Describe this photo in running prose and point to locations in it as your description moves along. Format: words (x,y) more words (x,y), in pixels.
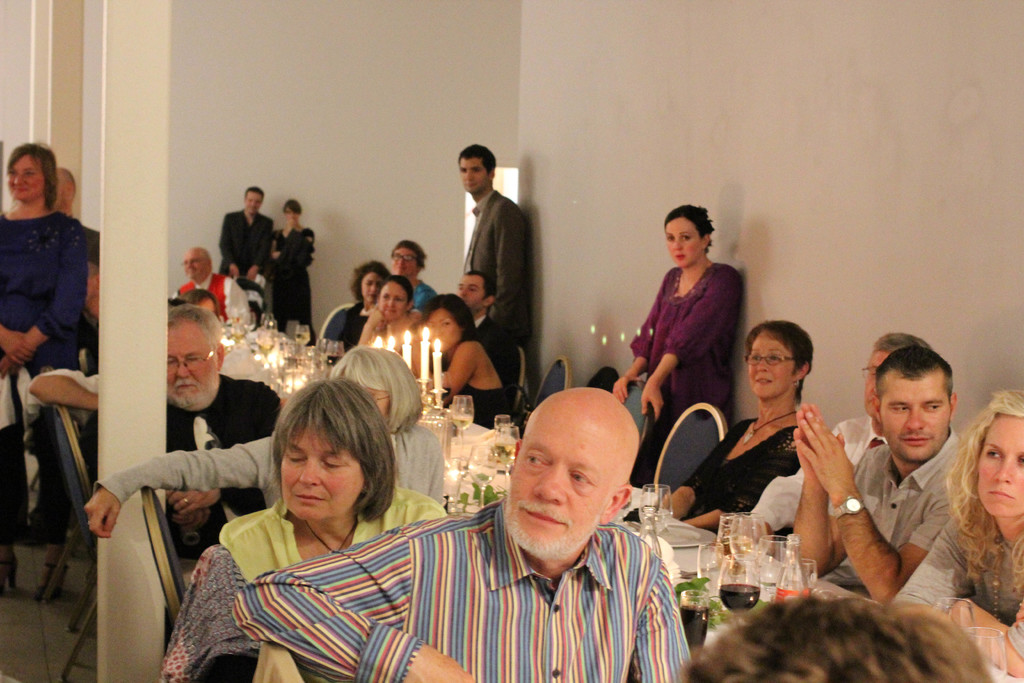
In this image, we can see persons (921,436) wearing clothes (543,606) and sitting on chairs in front of the table (440,394). This table (696,564) contains glasses (745,557), bottles (800,573) and candles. There are some persons (504,248) standing and wearing clothes (634,350). There are pillars (101,187) on the left side of the image (106,225). In the background (372,126), we can see a wall (382,134).
